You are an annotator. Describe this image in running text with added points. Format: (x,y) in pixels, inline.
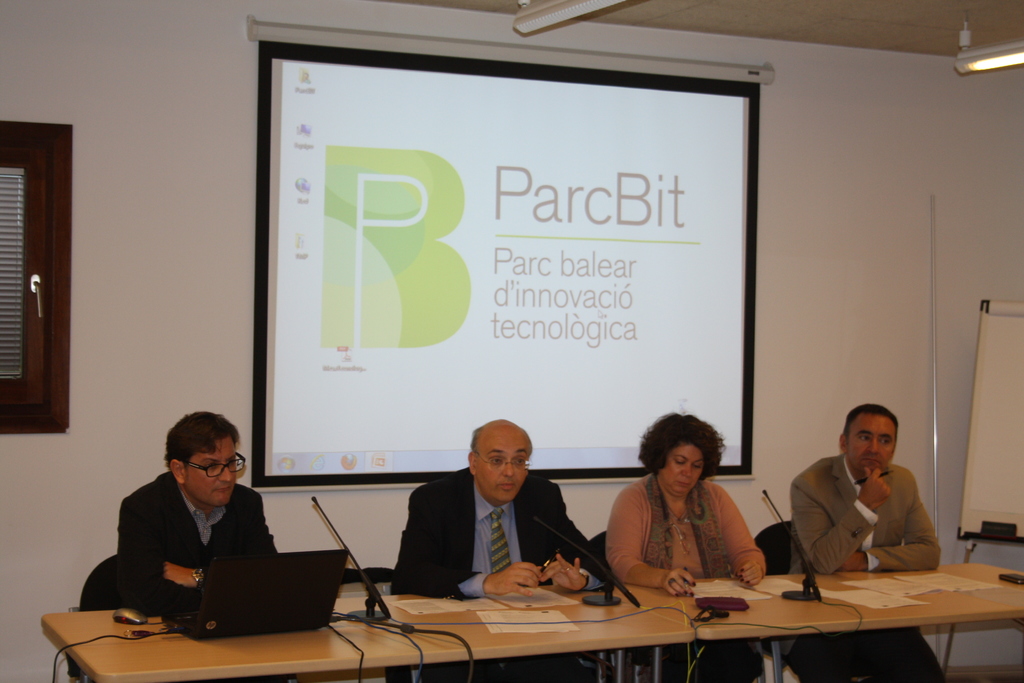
This picture is taken in a room (135,34). At the bottom (473,480), there are four persons (876,436) sitting beside the table (672,602). There are three men (172,525) and a woman (615,550). All the three men (201,487) are wearing blazers (828,496) and woman (713,502) is wearing a brown top (682,529) and scarf (655,550). On the table (349,627), there are laptops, mike's (381,606), papers (938,576) etc were placed. Behind them, there is a projector screen (490,218). At the left (23,239), there is a window (19,139). At the top right (984,70), there is a light (1021,61).
